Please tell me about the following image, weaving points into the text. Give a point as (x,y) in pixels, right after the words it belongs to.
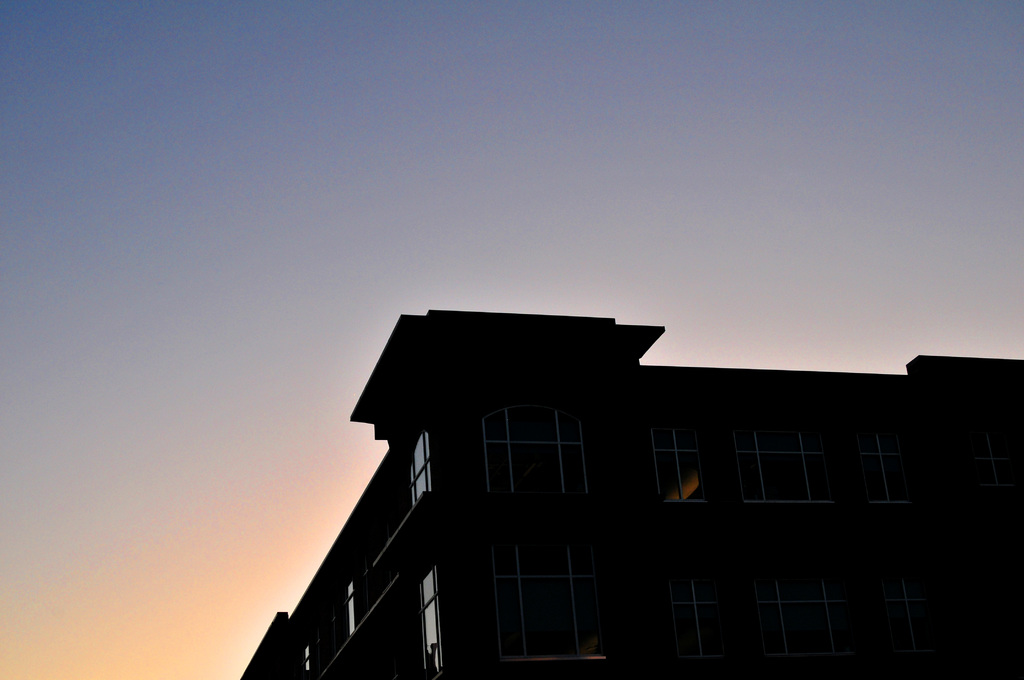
On the right side (754,538), there is a building (899,559) which is having glass windows (687,458). In the background (61,198), there is blue sky (159,178).
